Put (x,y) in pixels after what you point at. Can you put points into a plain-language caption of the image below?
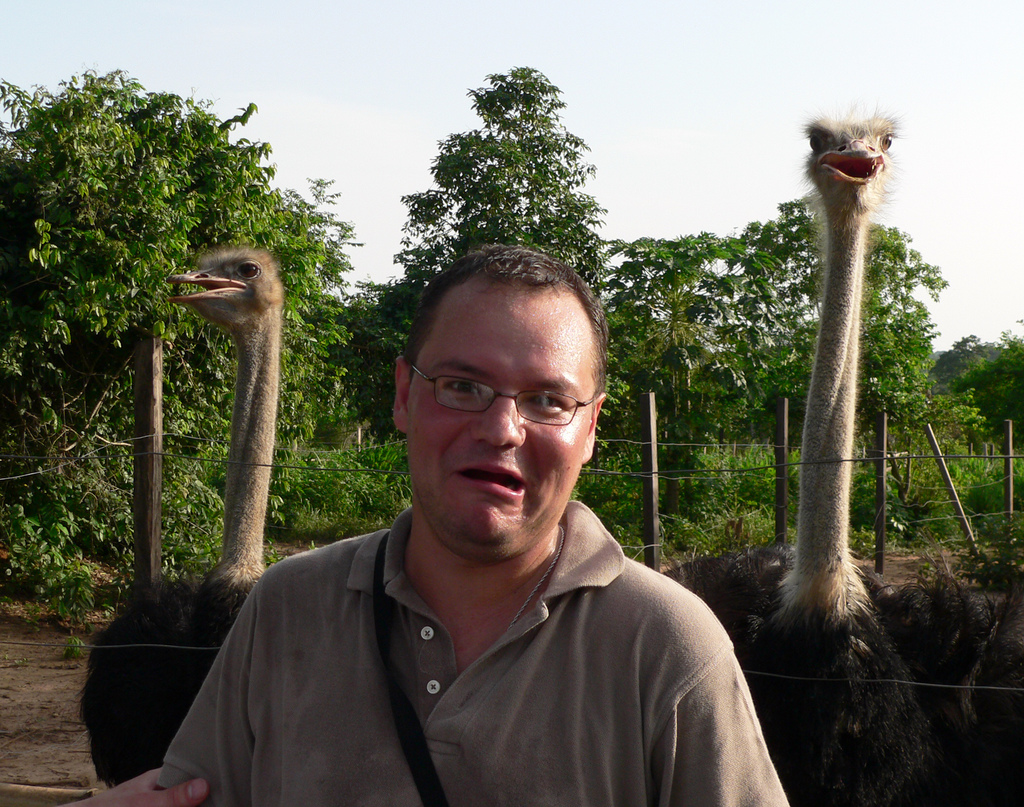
There is a man (443,635) wore glasses (477,402) and we can see ostriches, trees (44,230), plants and sky (613,260).
